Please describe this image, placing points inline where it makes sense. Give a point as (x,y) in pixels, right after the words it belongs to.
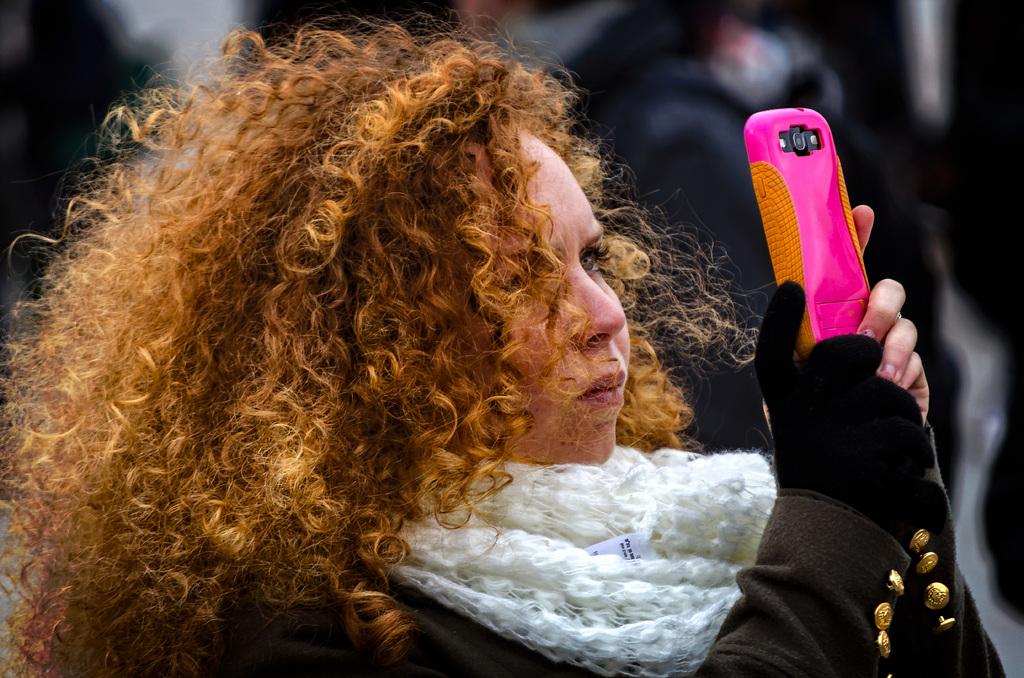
In this image i can see a woman (788,518) is holding a mobile (805,180) in her hands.
